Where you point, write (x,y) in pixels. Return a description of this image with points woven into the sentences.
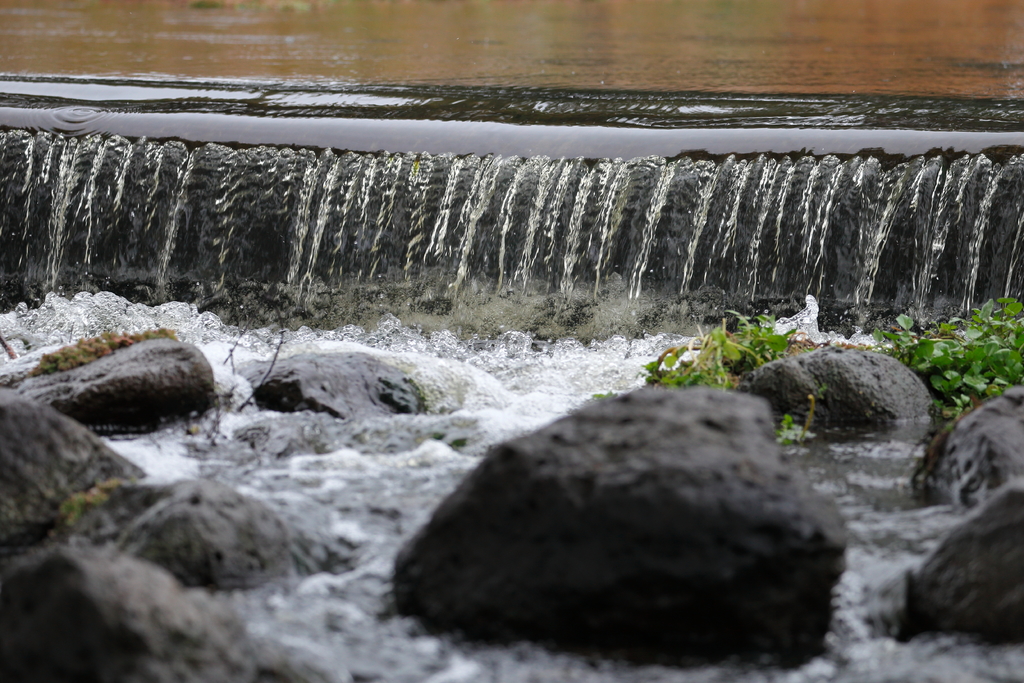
In this picture I can see water (554,36) flowing and I can see few rocks (98,650) and few water plants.
